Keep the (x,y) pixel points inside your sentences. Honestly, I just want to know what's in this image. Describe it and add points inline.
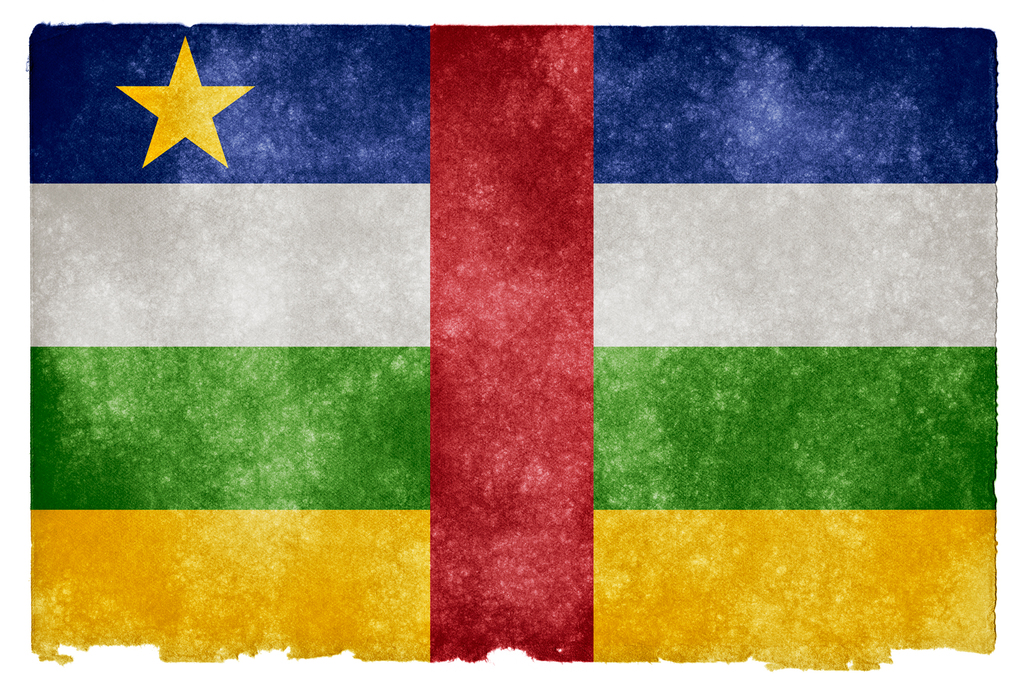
It is an edited image. In this image we can see a flag (458,327).
